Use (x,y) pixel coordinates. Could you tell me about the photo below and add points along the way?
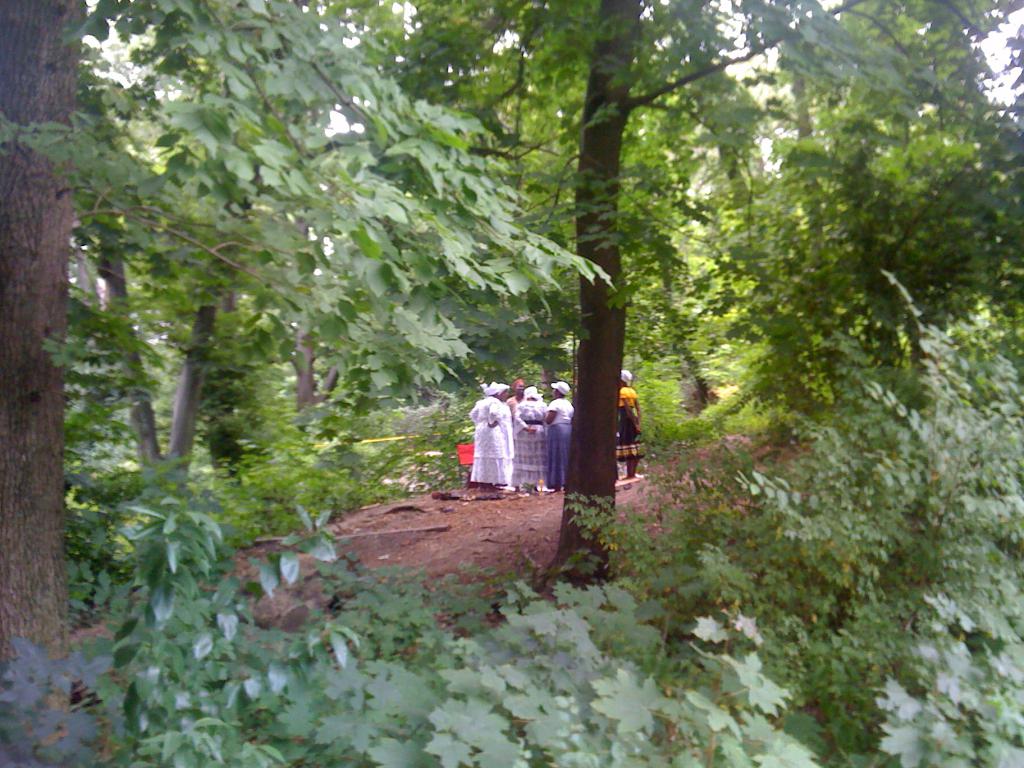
In the center of the image (541,440) we can see a group of people (555,436) standing on the ground (519,494). In the background of the image (100,316) we can see a group of trees (969,162) and the sky (1009,82).
